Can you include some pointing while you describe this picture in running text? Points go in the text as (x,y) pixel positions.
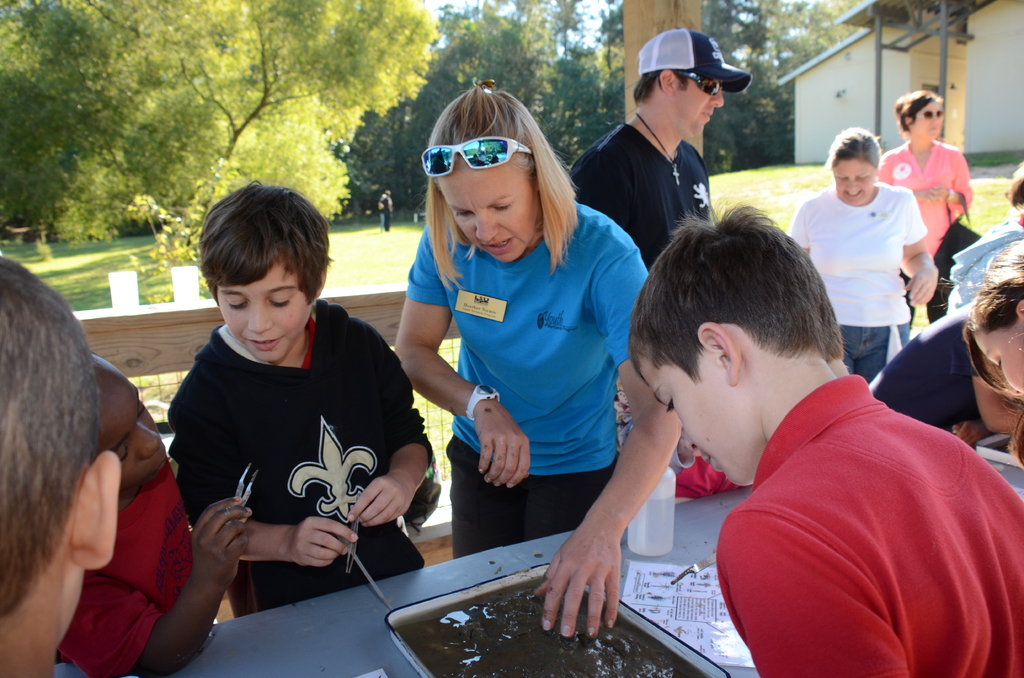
In this picture there are people (721,532) and we can see tray (550,613) with substance (537,640), paper (697,592) and bottle (658,467) on the table (493,564), pillar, glasses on the wooden platform (388,293) and poles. In the background of the image (795,134) we can see wall (857,70), grass (340,271), persons (909,93), trees (605,101) and sky (493,1).
